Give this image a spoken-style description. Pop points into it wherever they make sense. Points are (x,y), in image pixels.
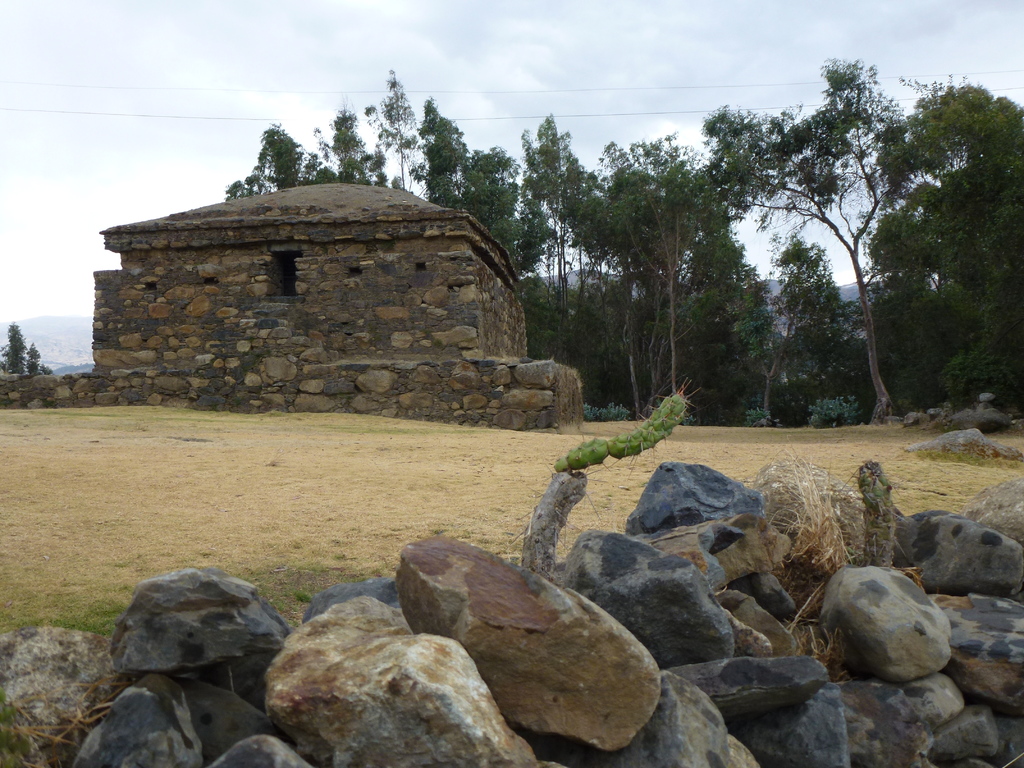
In this image I can see number of stones (742,646) and a green colour thing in the front (551,637). In the background (493,484) I can see an open ground (424,487), a building (160,235), number of trees (429,129), mountains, two wires (712,87), clouds (493,102) and the sky (55,267).
